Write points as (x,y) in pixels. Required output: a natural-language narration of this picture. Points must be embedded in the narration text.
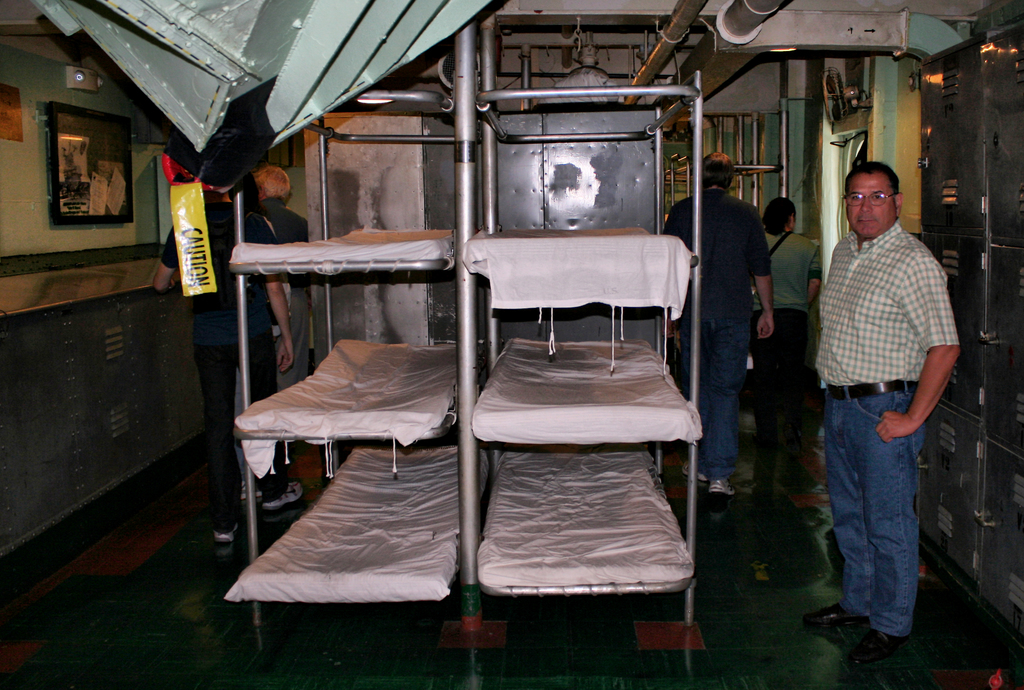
In this image, we can see beds (390,517) in between persons (770,403). There is a photo frame (121,196) in the top left of the image (102,138). There are some lockers (981,361) on the right side of the image (992,436). There are pipes (685,30) at the top of the image (656,59).
